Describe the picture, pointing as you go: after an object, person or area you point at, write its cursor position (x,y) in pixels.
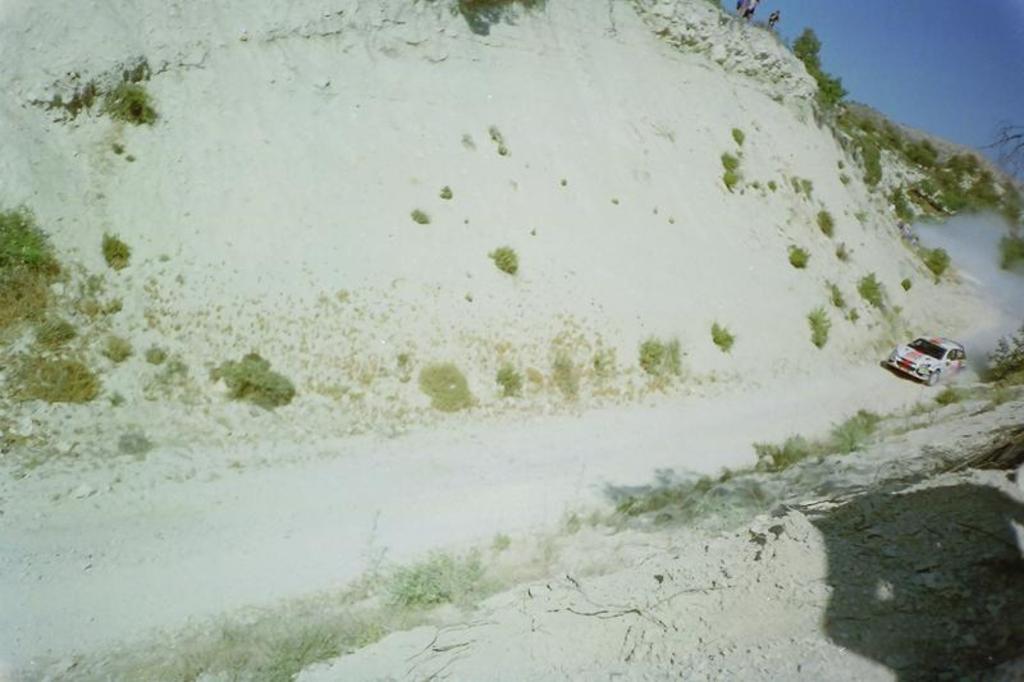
In this picture I can see a car (939,350) moving and I can see plants (875,172) and a tree (799,52) and looks like couple of them (774,18) standing and I can see a blue sky (960,61) and I can see smoke (968,257).
